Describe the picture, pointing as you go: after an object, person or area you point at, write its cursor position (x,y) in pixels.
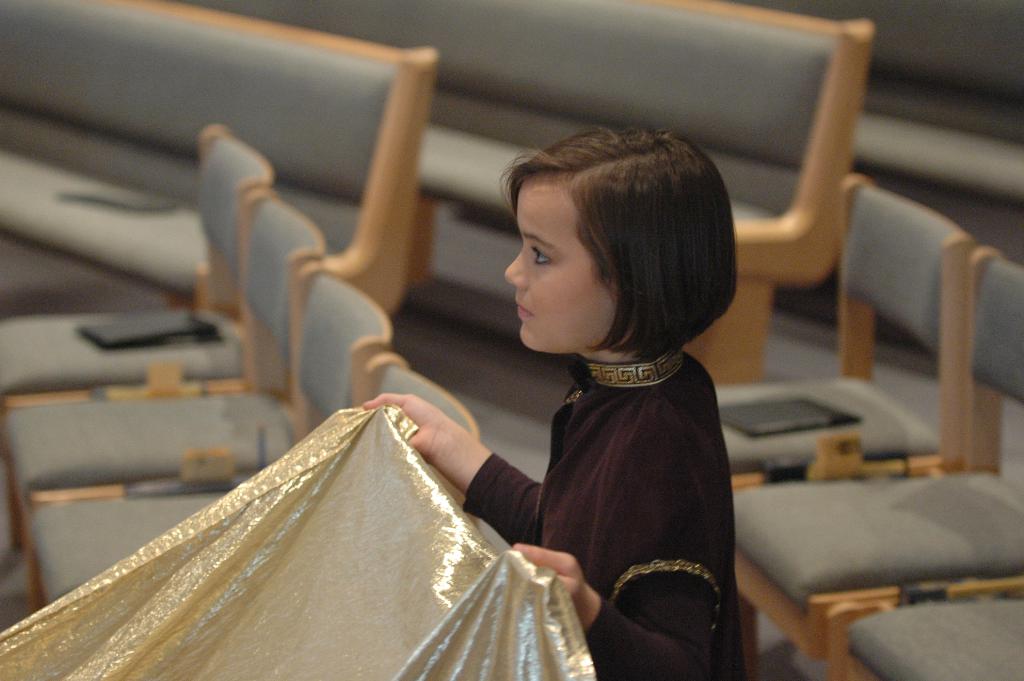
In this picture we can see a child (612,302) who is holding a cloth (312,588) with her hands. And these are the chairs (150,154).
